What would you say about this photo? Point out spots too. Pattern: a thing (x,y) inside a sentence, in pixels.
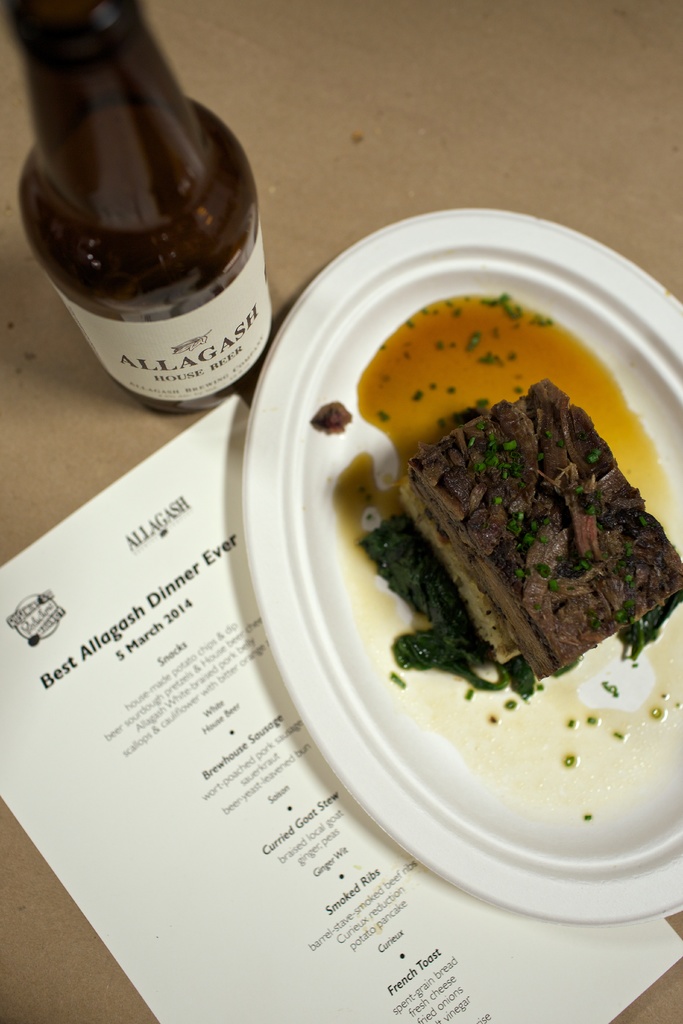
A picture of a food (680,571), it is presented in a plate (280,630). Beside this plate (406,777) there is a paper (319,927) with information (328,927). A bottle (234,328).
